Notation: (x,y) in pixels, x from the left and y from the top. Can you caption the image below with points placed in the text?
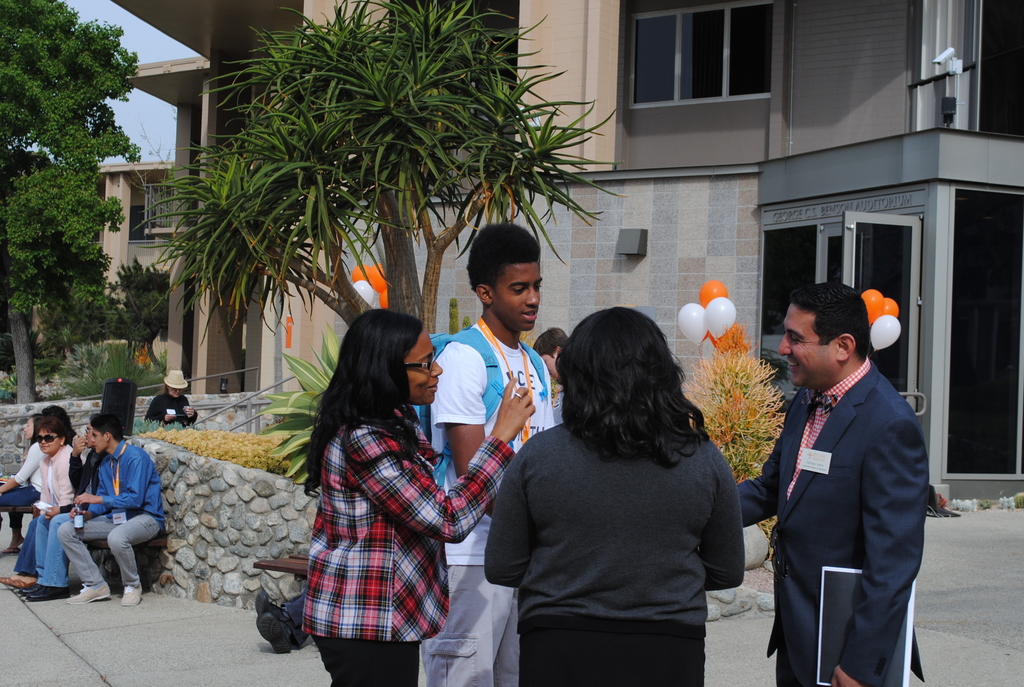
In this picture there are group of people (459,385) standing. At the back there are group of people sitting and there are two persons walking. There is a building (789,220) and there are trees (33,84) and plants (311,419) and balloons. At the top (146,105) there is sky (179,53). At the bottom (211,606) there is a pavement (157,642). On the right side of the image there is a door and there is a cc camera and there is a curtain (931,29) behind the window (952,24).
